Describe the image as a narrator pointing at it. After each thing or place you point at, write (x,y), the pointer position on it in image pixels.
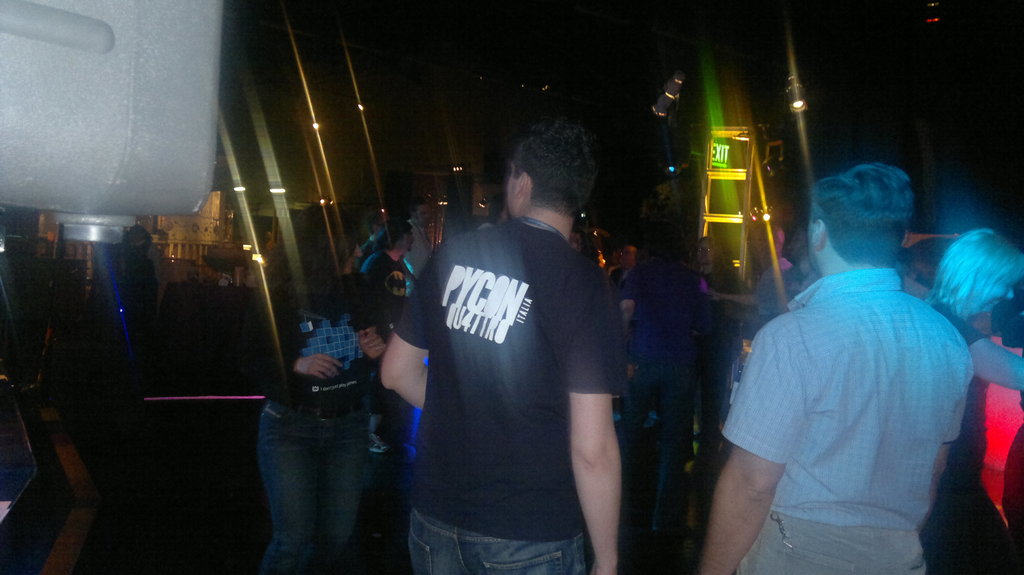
In the foreground of the picture (895,290) there are people (606,382) dancing. In the background (769,214) there are lights (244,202) and an exit sign (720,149). At the top (473,30) it is dark.
